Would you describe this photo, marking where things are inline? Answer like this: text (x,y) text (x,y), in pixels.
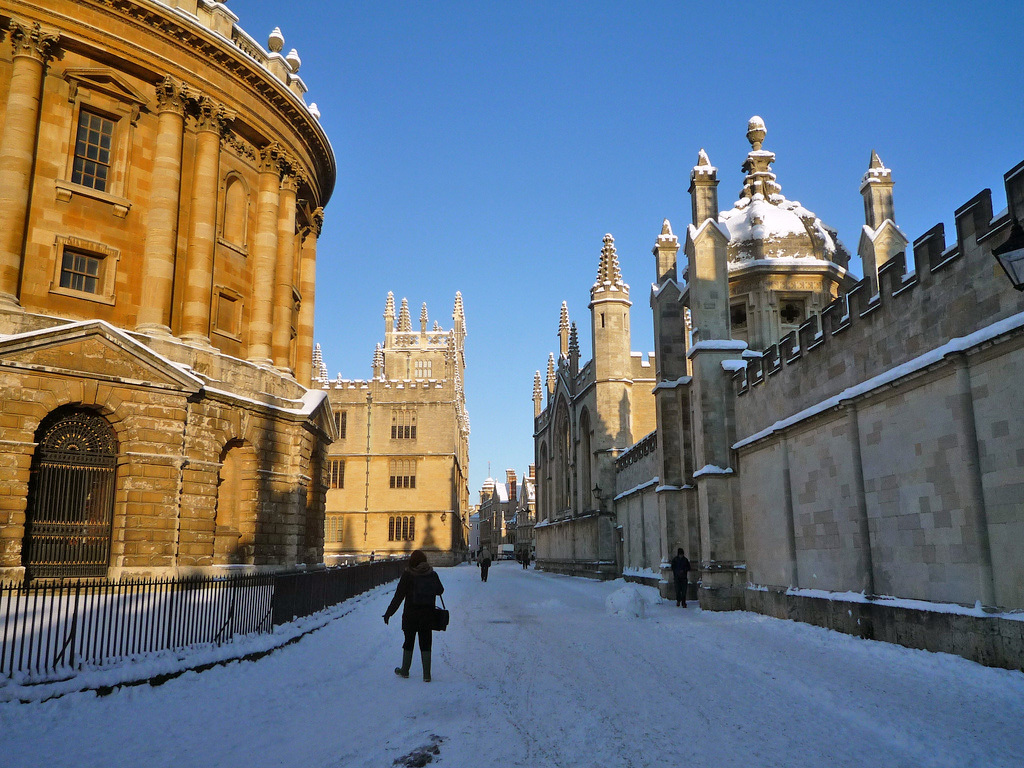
In the picture I can see people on the road (487,585). On the left side (334,580) I can see a fence (244,632). In the background (88,528) I can see buildings (302,461), the snow (490,632) and the sky (567,79).
